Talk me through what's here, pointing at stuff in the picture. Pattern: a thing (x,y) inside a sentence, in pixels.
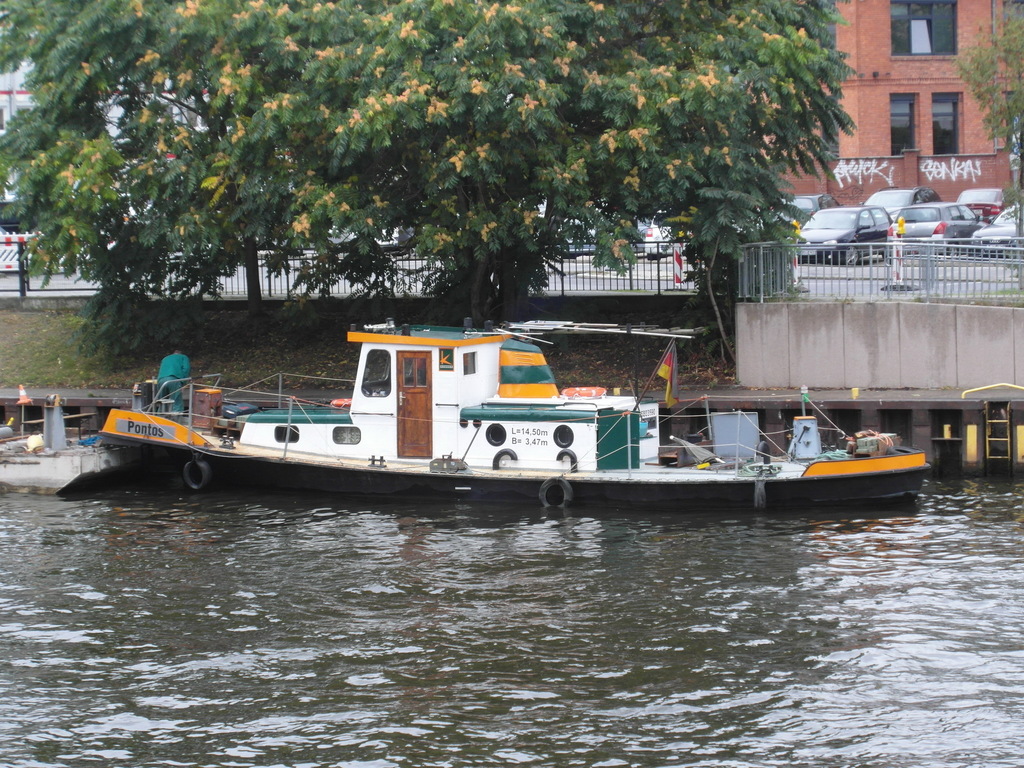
This is an outdoor picture. This is a freshwater river (662,595). The boat (659,459) is floating on a river (429,575). The door (424,406) is in brown color. This is a tree (509,131), which is in green and yellow color. The fence (281,264) is in black color. Far there is a building (956,67) in red color with a window (933,36). Vehicles (927,209) on a road (837,265).
